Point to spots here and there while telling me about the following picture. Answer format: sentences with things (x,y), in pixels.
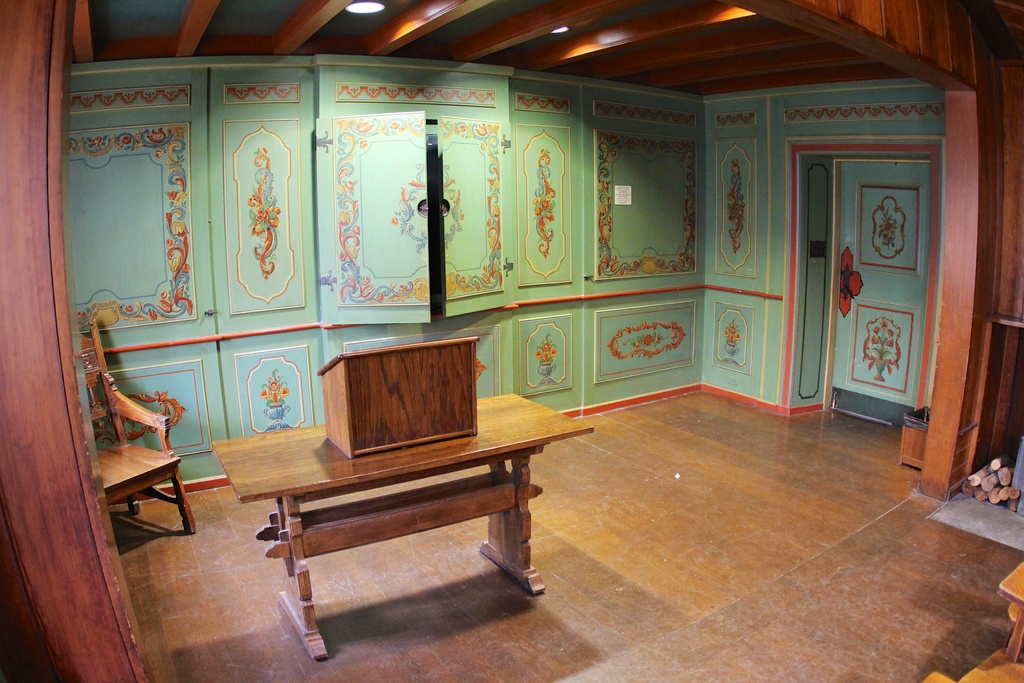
In this image there is a table (429,501), there is an object (380,386) on the table (397,473), there are cupboards (419,243), there is a chair (148,477), there is an object (58,449) truncated towards the left of the image (14,529), there is an object (1011,590) truncated towards the right of the image (1015,656), there is the door (895,356), there are light (370,3), there is a roof (688,50).
